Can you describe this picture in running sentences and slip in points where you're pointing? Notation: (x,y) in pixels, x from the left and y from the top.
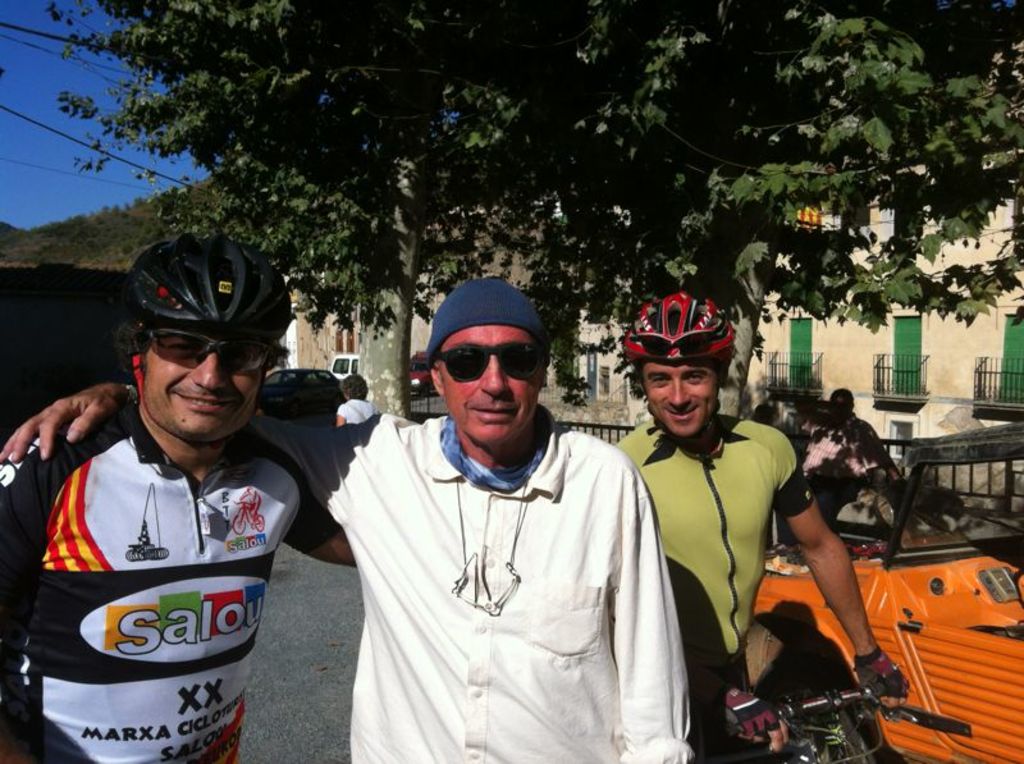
In this picture this 3 persons (683,429) are highlighted. This 2 persons (151,489) wore a helmet (156,286). This person (707,537) is sitting on a bicycle (846,718). Beside this person (729,609) there is a vehicle (938,605) in orange color. Far there are trees (725,199) and buildings (888,333).
